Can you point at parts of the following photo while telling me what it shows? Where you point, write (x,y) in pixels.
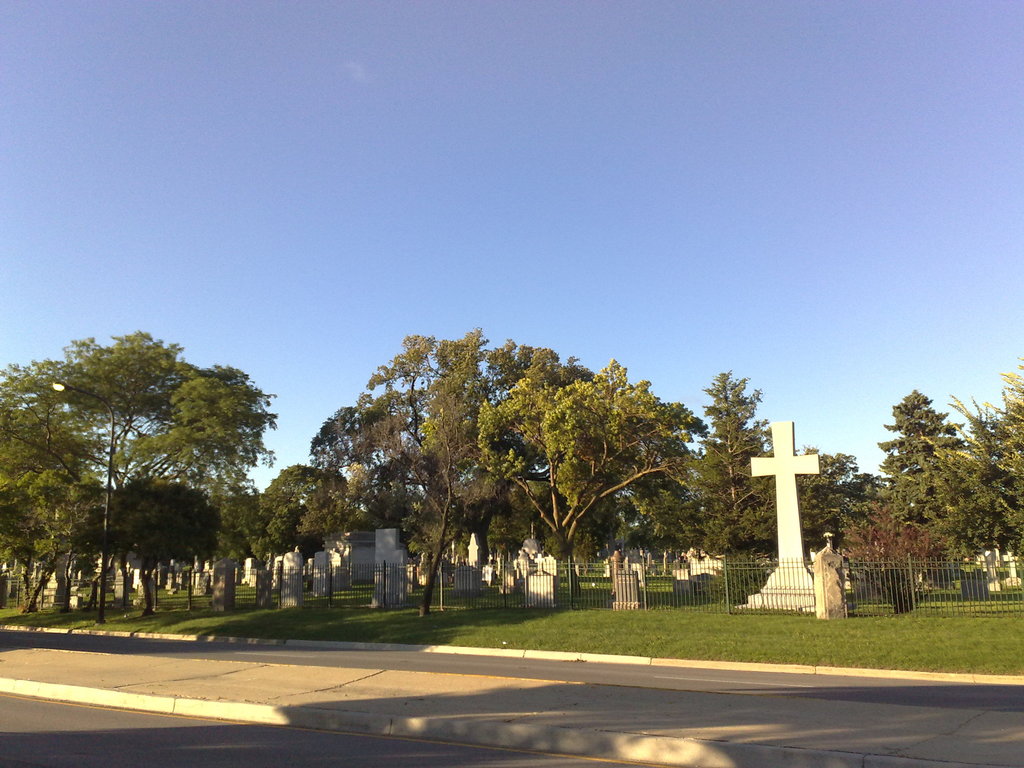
In this picture I can see some cemeteries (692,560) in one place, around the place we can see the fencing (453,602), trees (536,517), grass (553,630) and also we can see the road (355,765).
